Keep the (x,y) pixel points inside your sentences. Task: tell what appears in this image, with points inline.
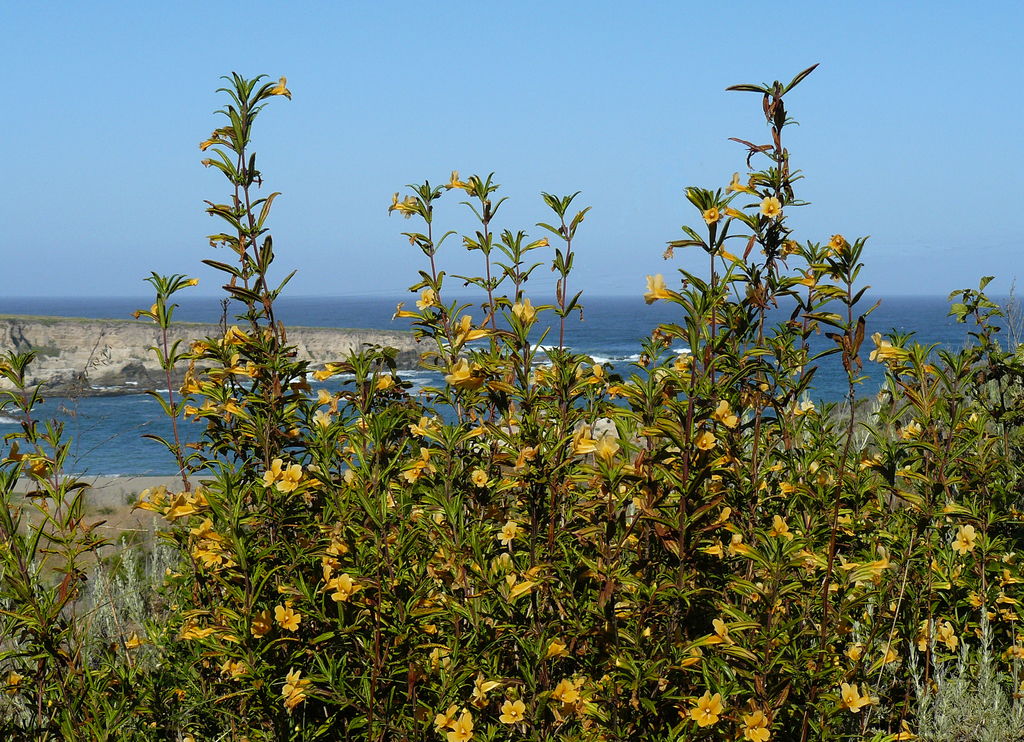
In this picture I can see there are few plants (692,541) with yellow flowers (846,515) and in the backdrop (548,287) there is a ocean (542,299) and the sky (301,140) is clear.
